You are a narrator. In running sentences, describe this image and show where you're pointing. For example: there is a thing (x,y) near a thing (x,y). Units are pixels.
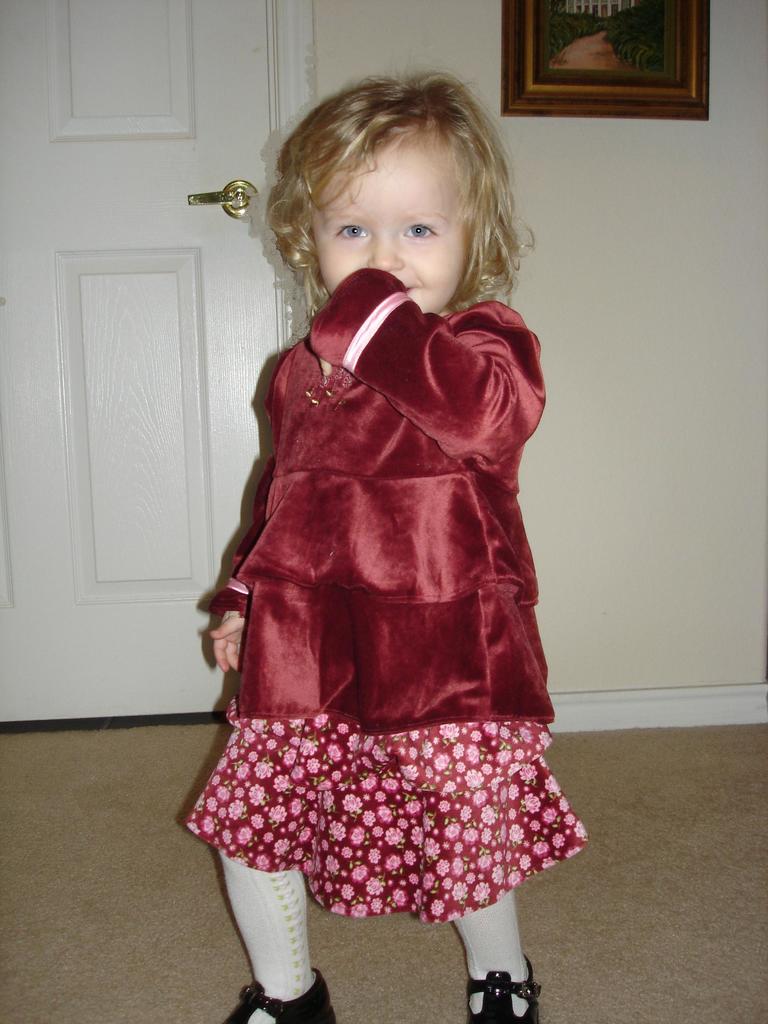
In the picture we can see a small girl (420,842) standing inside the house (60,845) and she is with red dress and frock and white socks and behind her we can see the wall (687,510) with a part of the white color door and beside it we can see a wall (690,203) with a part of the photo frame (693,108).
